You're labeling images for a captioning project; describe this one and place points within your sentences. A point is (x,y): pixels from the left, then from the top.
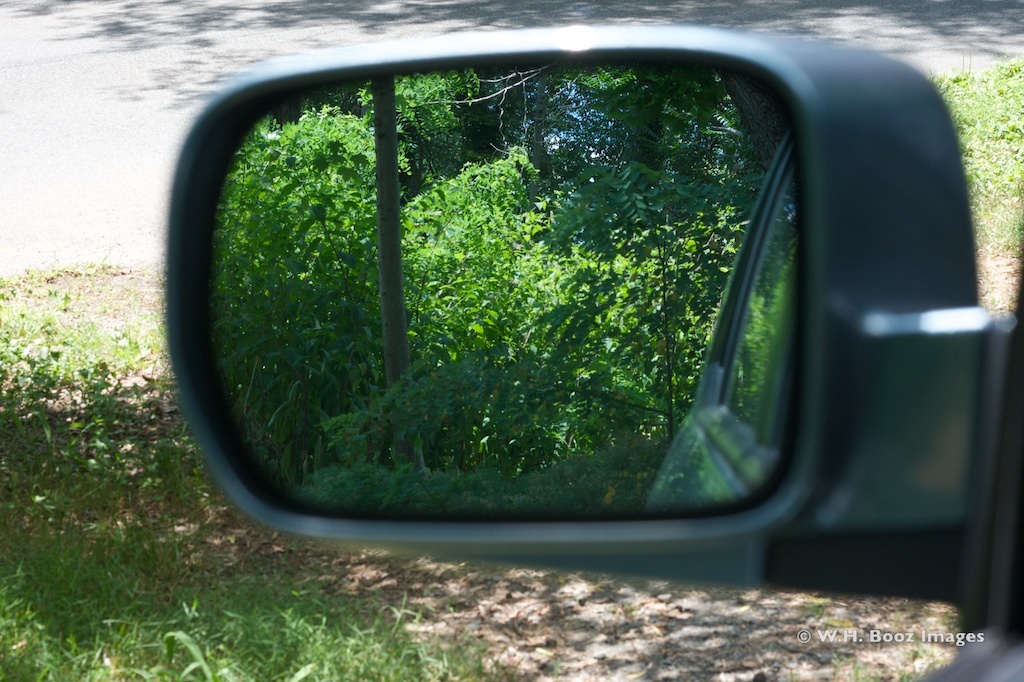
In this picture we can see a side mirror (463,162) of a vehicle (1023,680). In this mirror (440,219), we can see a vehicle (712,484), pole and a few trees (645,439). Some grass (52,328) is visible on the ground (813,632). We can see some plants (444,367) on the ground (822,655). There are a few trees (648,392) visible in the background (637,418).
